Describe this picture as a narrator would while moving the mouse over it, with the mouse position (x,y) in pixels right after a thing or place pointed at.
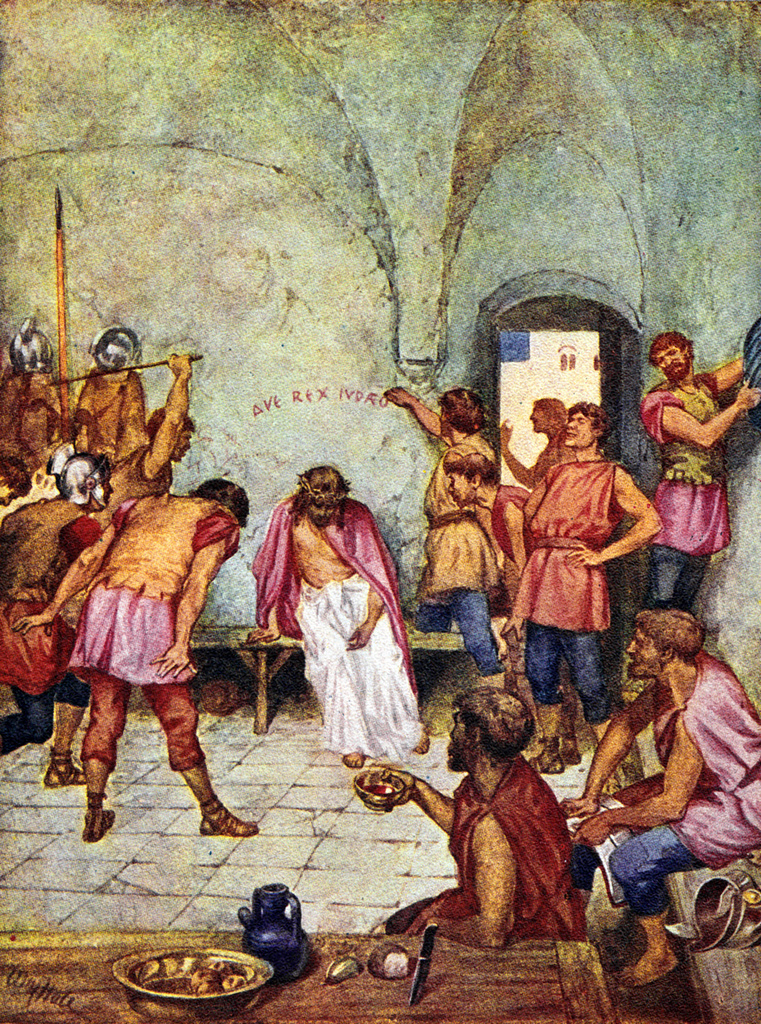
In this picture there are group of people (525,569) where few among them are standing and holding an object (65,374) in their hands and the remaining are sitting and there is a person (447,428) standing and writing something on the wall (328,398) in the background (354,398).
